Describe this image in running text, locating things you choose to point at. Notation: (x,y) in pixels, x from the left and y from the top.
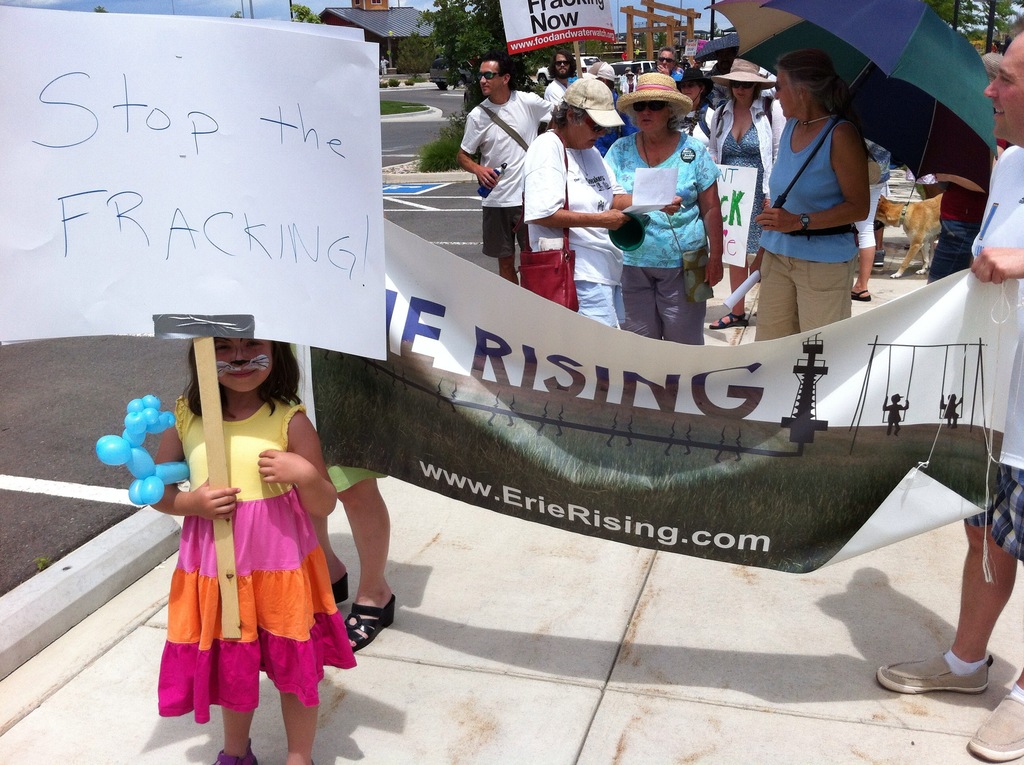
In the image few people (980,603) are standing and holding some banners (696,48) and umbrellas (729,2) and papers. Behind them there are some trees (239,13) and poles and buildings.
